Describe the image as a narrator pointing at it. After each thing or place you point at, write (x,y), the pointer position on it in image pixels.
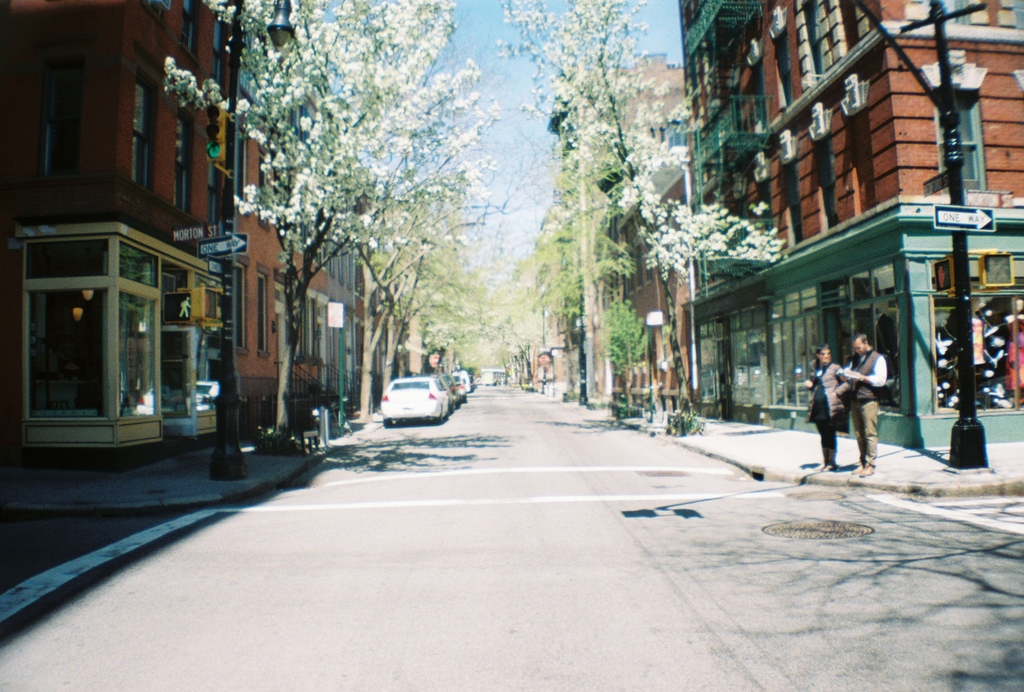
In this image, we can see a road (610,551), at the left side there are some cars (427,377) parked, at the right side (843,413) there are two persons (856,416) standing on the path (766,460), there is a black color pole (975,440), we can see some buildings (80,178), at the top (504,93) there is a blue color sky (496,126).
